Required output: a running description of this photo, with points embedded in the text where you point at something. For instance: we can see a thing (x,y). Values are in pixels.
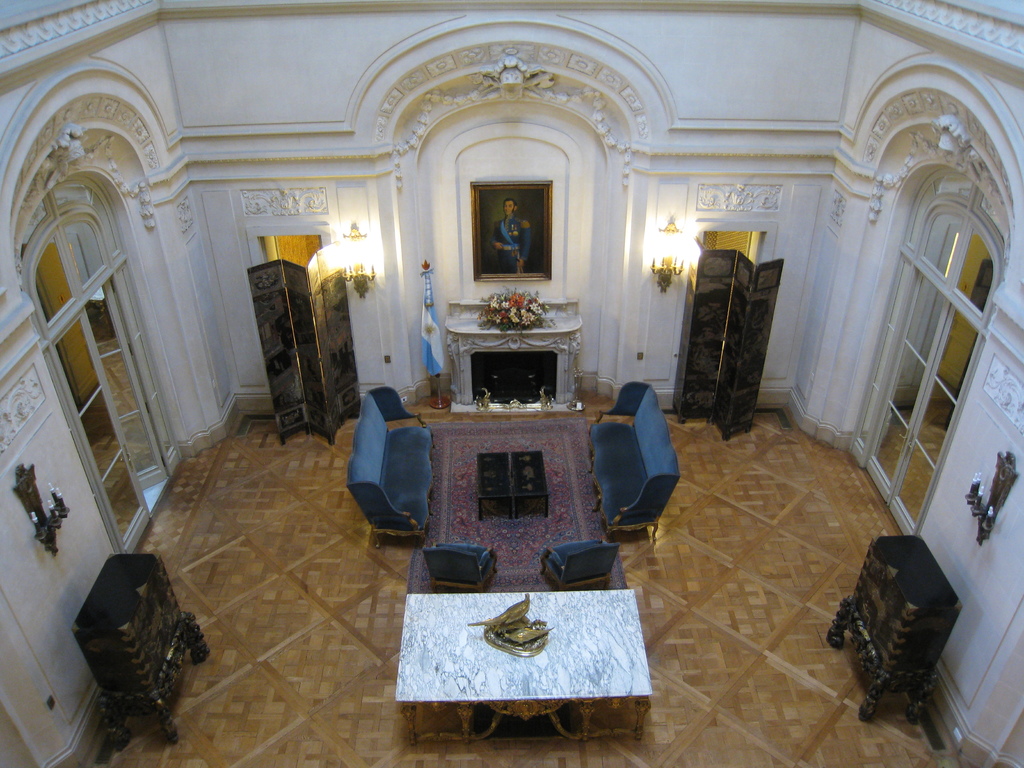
This picture is taken from the top, in this picture there is a sofa set (401,494), tables (508,663) and there are walls (687,49) for that wall (280,115) there are carvings (961,147), glass doors (974,250), lamps (974,505) and a photo frame (530,225), below that there is a flower vase (530,319) and a fire pit (508,357), beside the fire pit (462,378) there is a flag (427,287).
